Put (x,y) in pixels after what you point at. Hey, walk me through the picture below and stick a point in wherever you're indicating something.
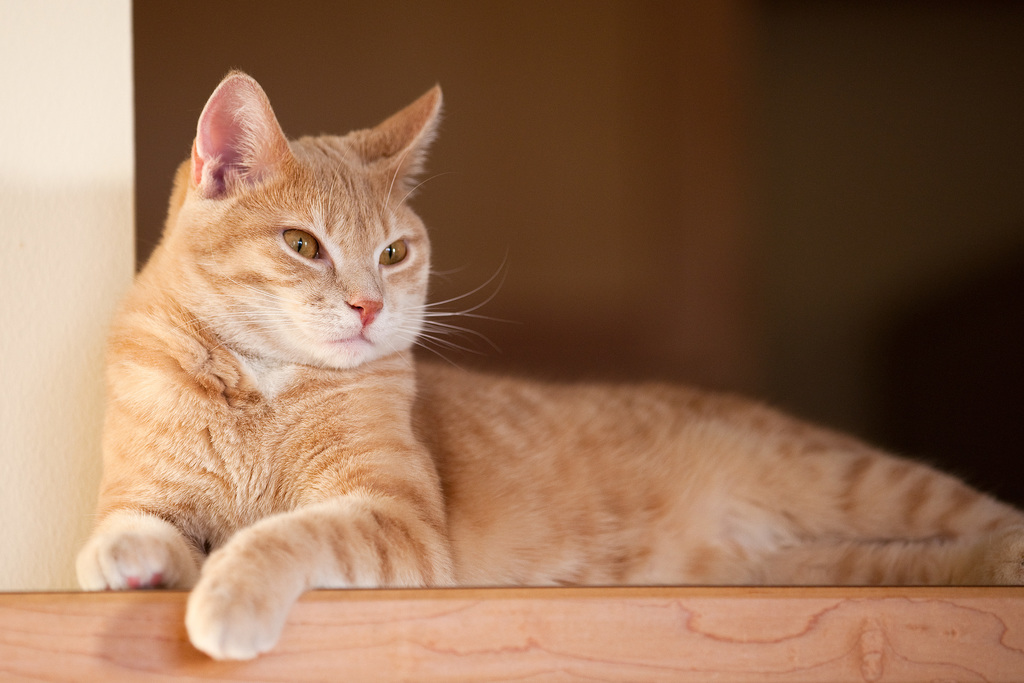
This is a cat (664,527) sitting on the wooden block (531,649). This looks like a pillar (57,110), which is white in color. The background (906,217) looks blurry.
